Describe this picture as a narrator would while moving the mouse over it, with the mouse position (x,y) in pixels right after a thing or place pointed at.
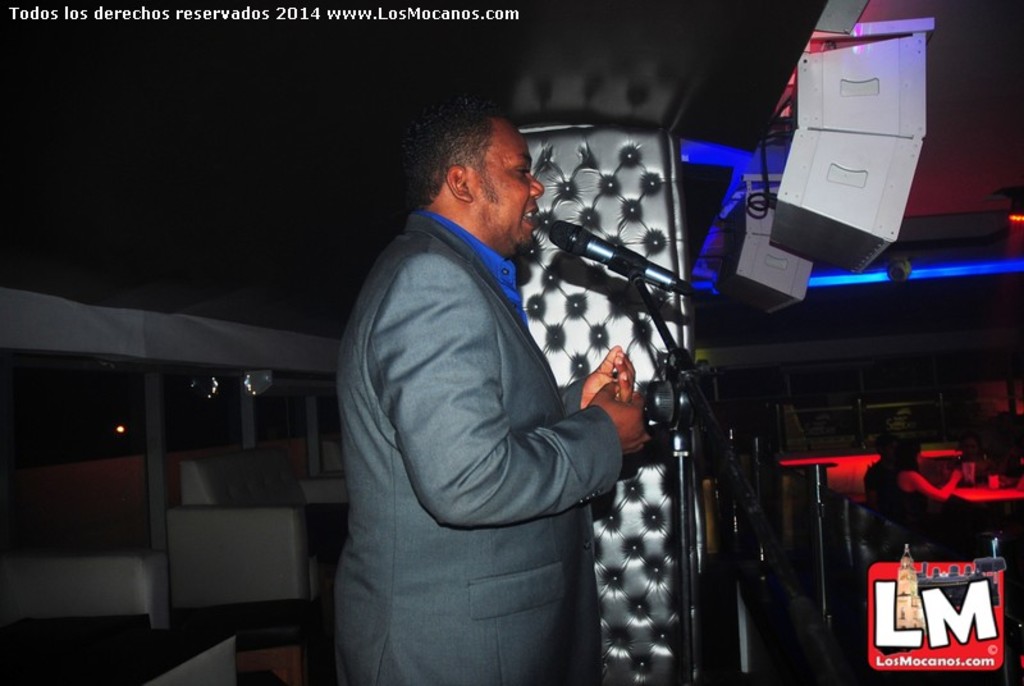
In this picture there is a man (577,553) who is standing in the center of the image (454,256) in front of a mic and there are spotlights (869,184) in the image, there are other people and a sofa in the background area of the image (246,513).
